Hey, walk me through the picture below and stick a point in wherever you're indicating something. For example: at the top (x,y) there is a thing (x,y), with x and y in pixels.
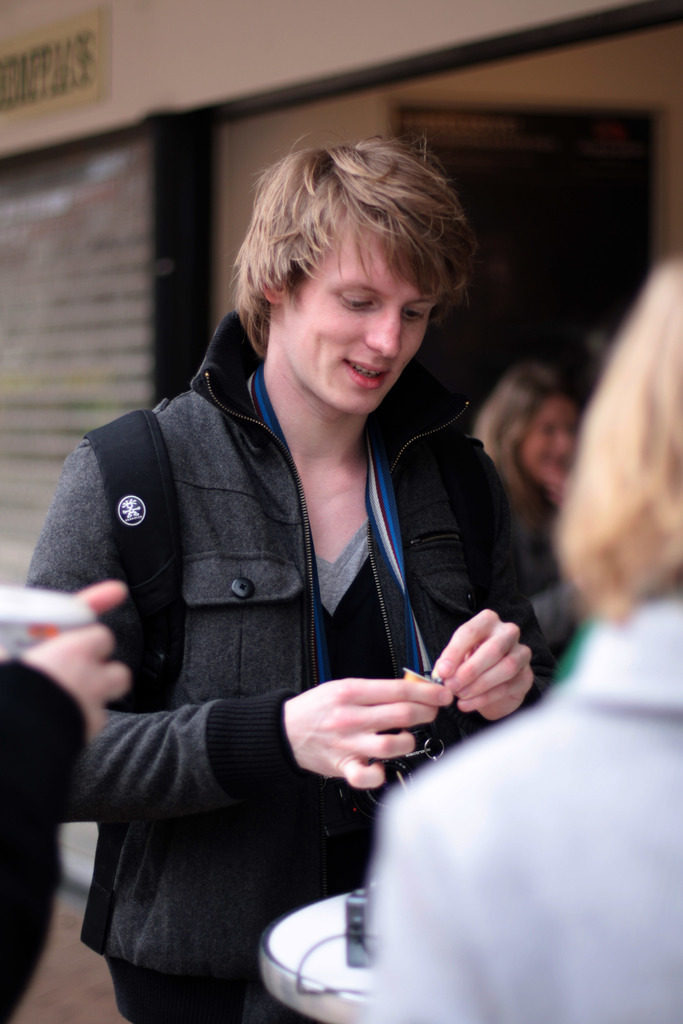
The man (249,552) in the middle of the picture (270,634) wearing a black jacket (225,549) and black backpack (149,553) is holding something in his hands (384,715). He is smiling. In front of him, we see a white table (319,962). Behind him, we see the woman (540,430) standing. On the right side (578,878), the woman (565,756) in grey dress (663,928) is standing. On the left side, we see the hands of the person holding glass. Behind him, we see a building (131,164) in white and brown color. In the background (446,312), it is blurred.
